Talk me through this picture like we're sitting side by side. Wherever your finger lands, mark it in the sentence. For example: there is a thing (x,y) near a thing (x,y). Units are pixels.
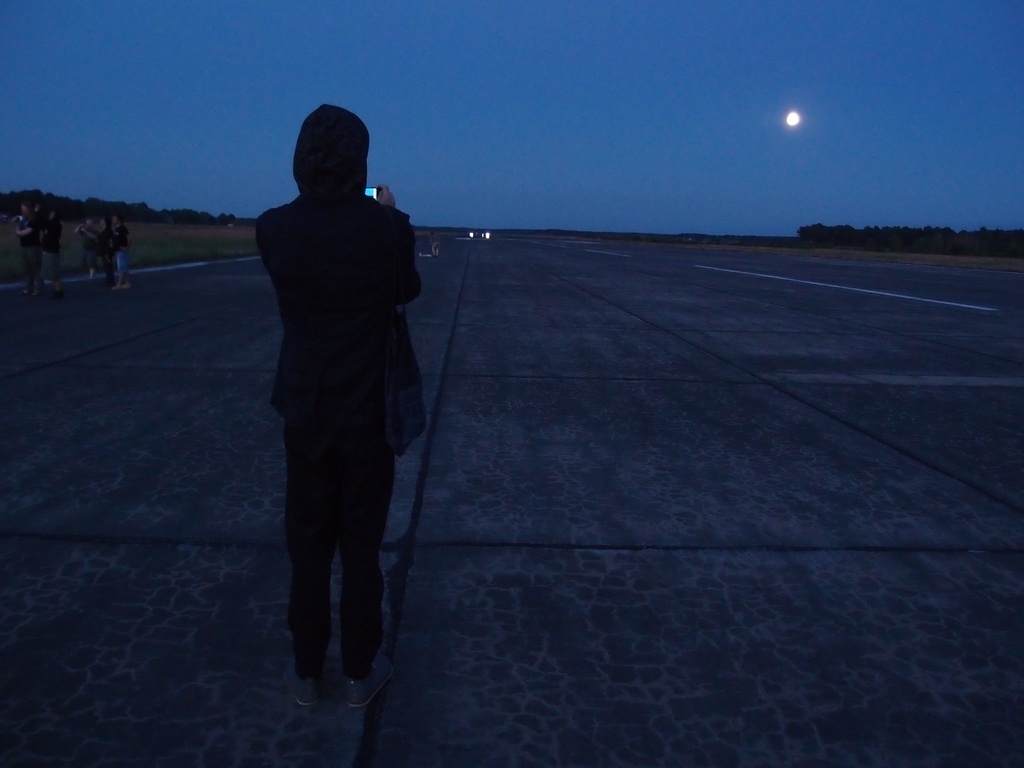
This image is taken outdoors. At the top of the image (180,78) there is a sky (95,97) with moon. In the background (185,218) there are a few trees (177,217) and plants (980,263) on the ground (718,245). At the bottom of the image (636,665) there is a road (166,526). In the middle of the image (386,411) a person (318,363) is standing on the road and holding a mobile phone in hands (389,190). On the left side of the image (48,234) a few people (94,244) are standing on the road (66,318).
